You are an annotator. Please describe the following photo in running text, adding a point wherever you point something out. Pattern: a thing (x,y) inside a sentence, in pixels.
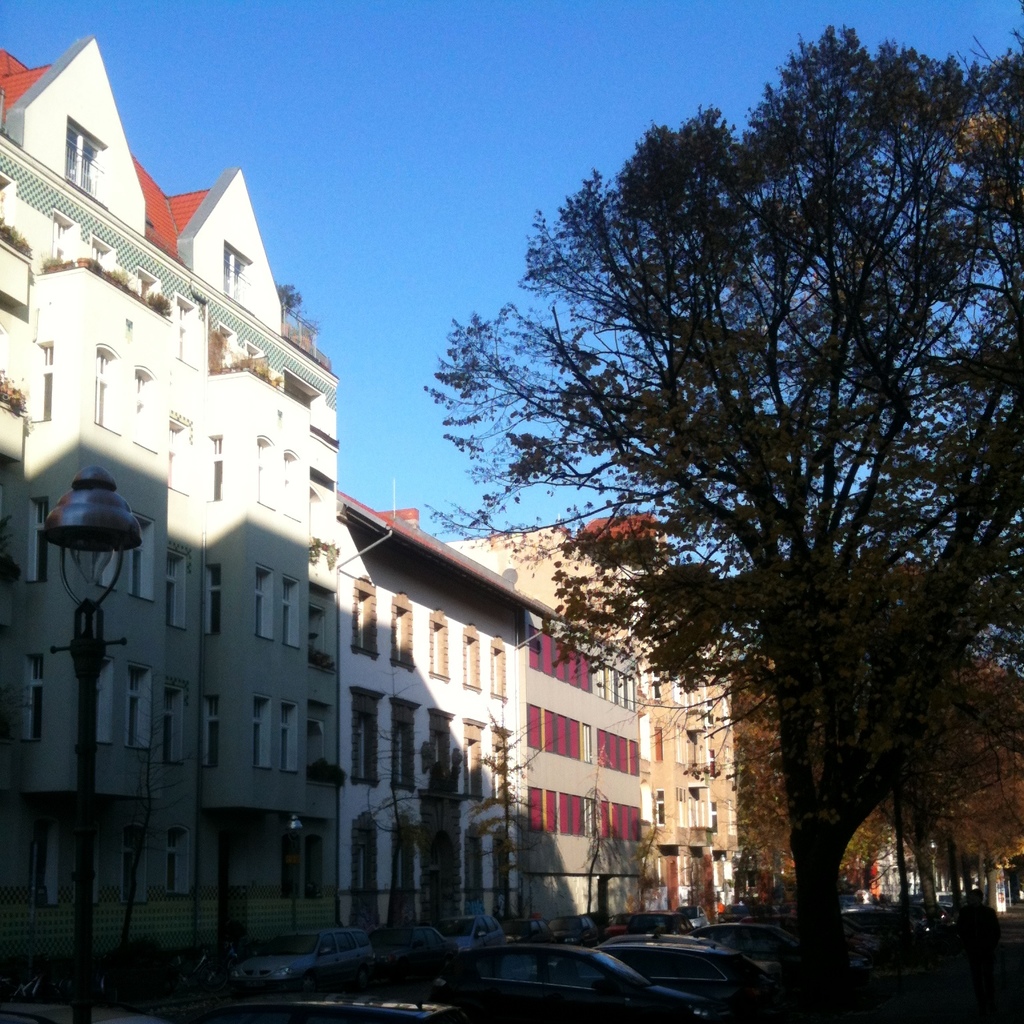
In the foreground (512,970), I can see fleets of vehicles (572,987) and trees (837,902) on the road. In the background (506,658), I can see buildings (516,705), light poles (91,510), windows (471,660) and the sky (537,277). This image is taken, maybe during a day.
